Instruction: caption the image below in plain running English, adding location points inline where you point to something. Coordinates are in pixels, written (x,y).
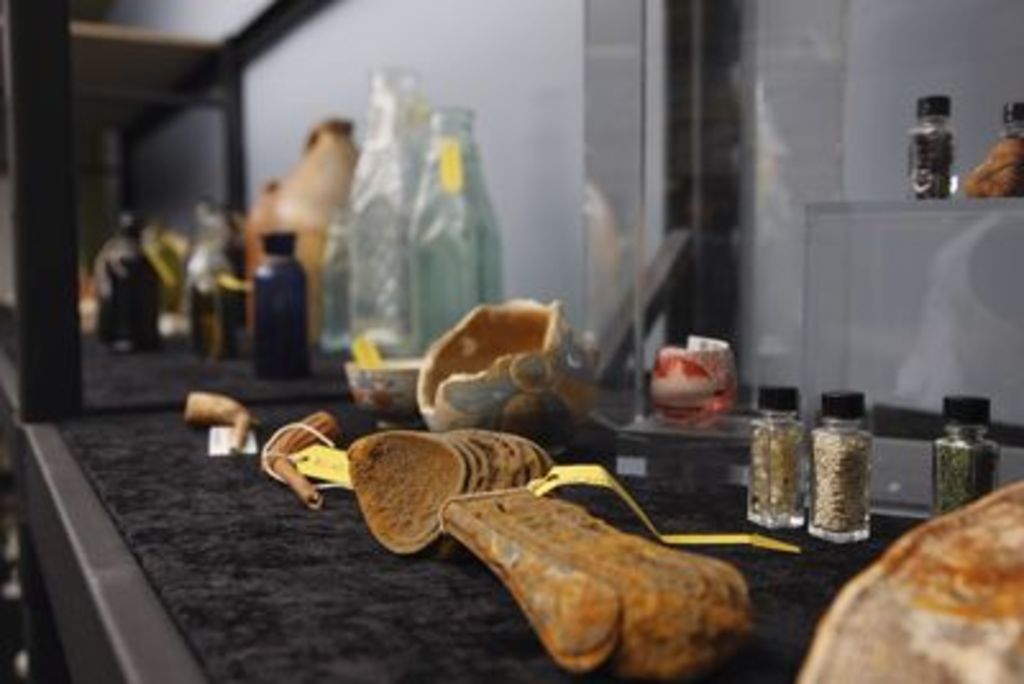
In this image at the bottom (248,615) it looks like a shelf (70,128), in the shelf (137,363) there are some bottles (842,425) and some spoons (546,489) and some other objects (373,406). And in the background (263,110) there is wall (539,61).
